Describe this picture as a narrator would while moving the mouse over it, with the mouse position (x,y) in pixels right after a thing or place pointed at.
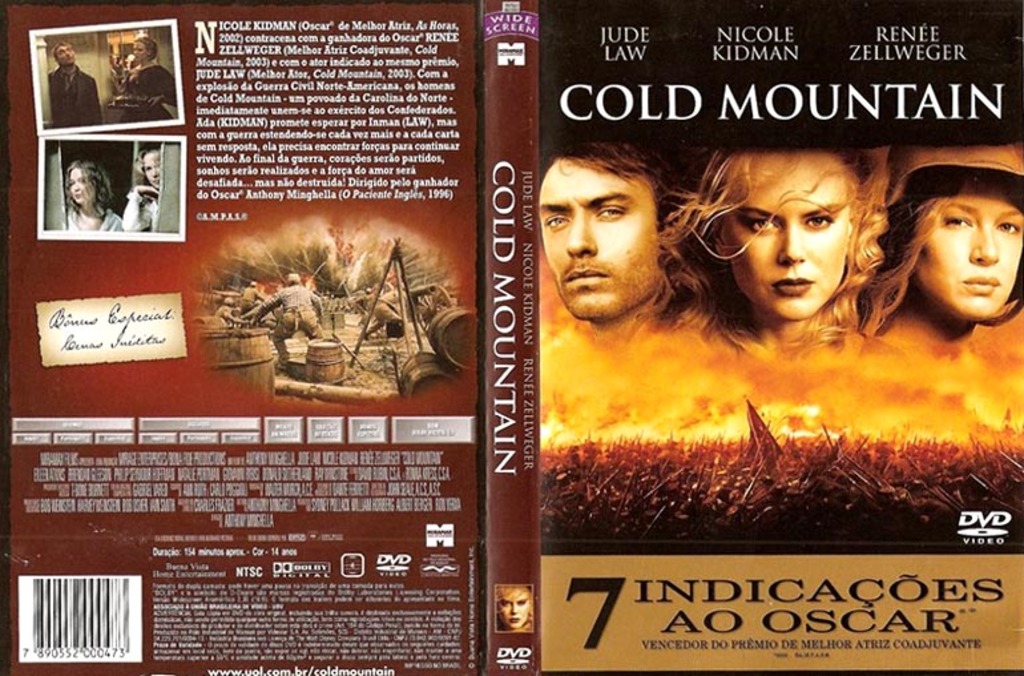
In this image, I can see a DVD cover (294,607) with the photos (575,269) of people (575,269), objects (254,342), words (324,168), numbers (78,652) and barcode (60,644).
